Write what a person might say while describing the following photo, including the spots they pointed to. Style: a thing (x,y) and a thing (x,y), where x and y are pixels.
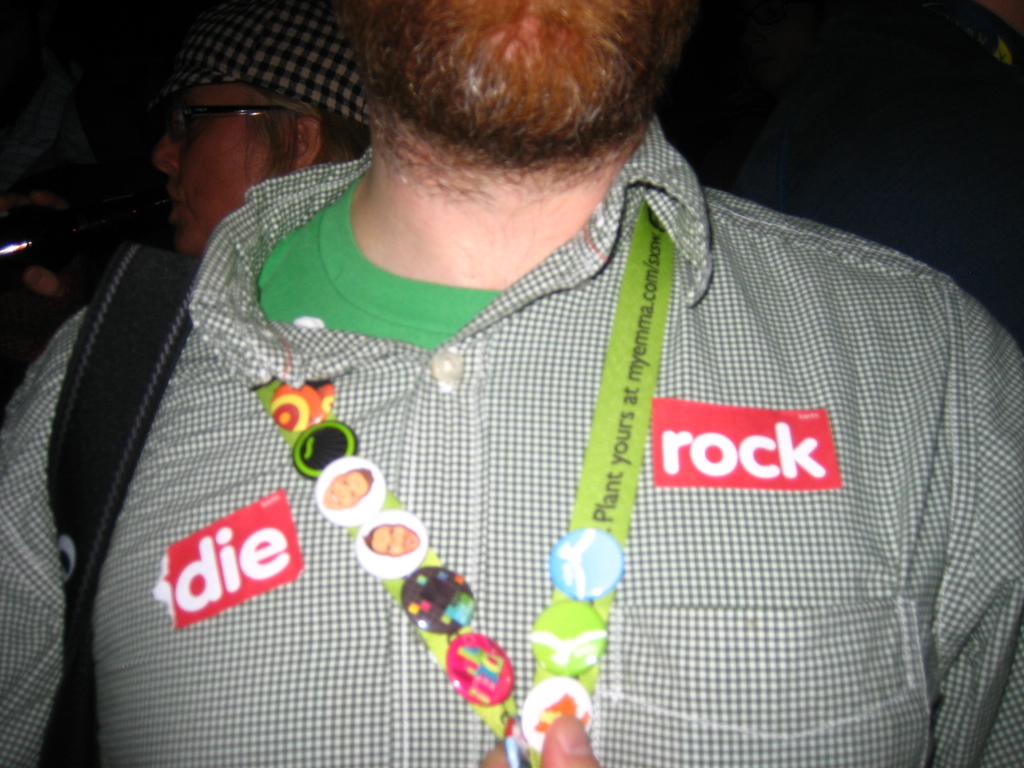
In the center of the image (431,460) there is a person (508,534) wearing bag (123,468) and ID card (400,580). In the background (254,168) there is a person (235,189).
